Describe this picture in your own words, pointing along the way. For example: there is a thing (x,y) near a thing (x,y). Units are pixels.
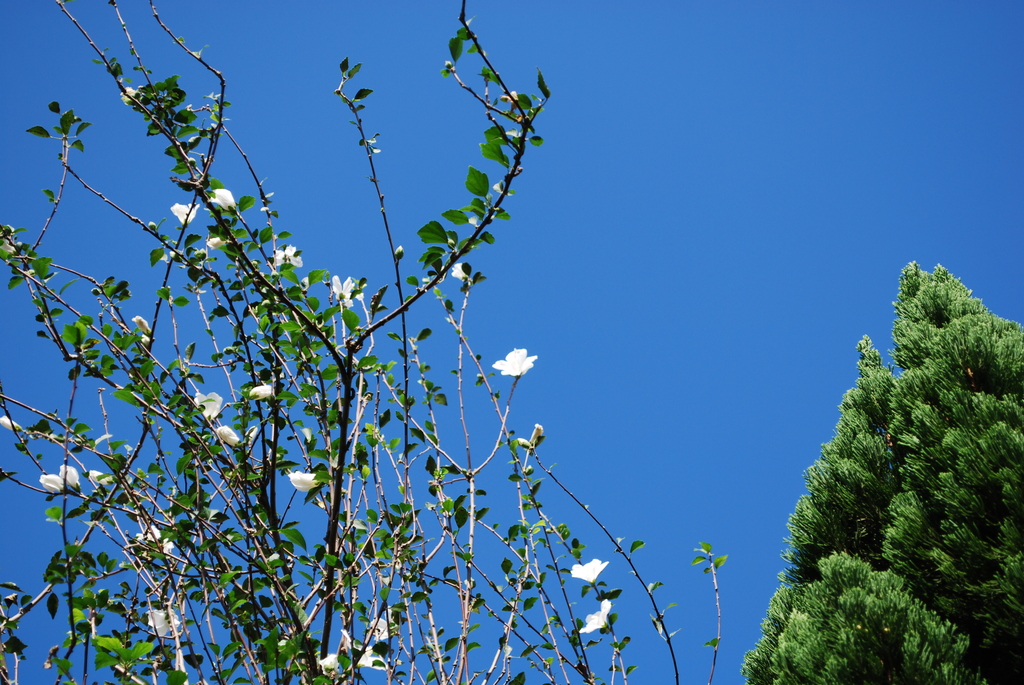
In the foreground of this image (435,420), there are flowers (502,364) to a plant (287,574). In the background (897,563), there is a tree (891,459) and the sky (791,140).
